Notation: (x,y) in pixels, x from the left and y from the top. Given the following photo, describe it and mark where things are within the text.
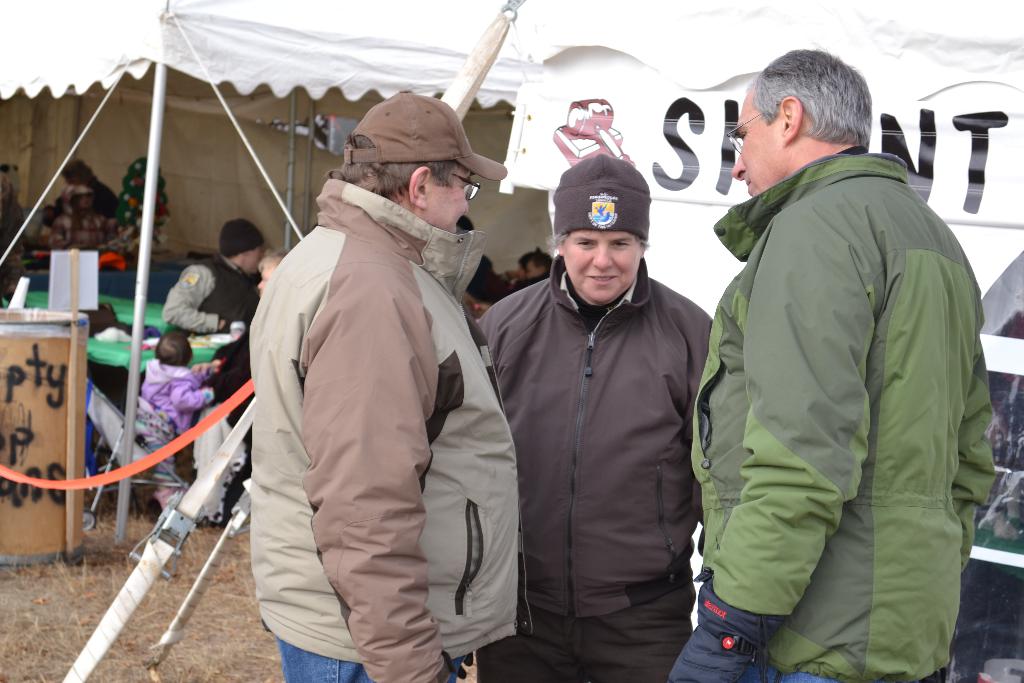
In the center of the image (578,435) we can see three persons (577,479) are standing and they are in different costumes (513,426). Among them, we can see two persons (480,389) are wearing caps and one person (612,614) is smiling. In the background (202,131) there is a tent (184,140), banner (735,107), board (25,401) with some text (20,437), few people (190,374) and a few other objects (235,331).
